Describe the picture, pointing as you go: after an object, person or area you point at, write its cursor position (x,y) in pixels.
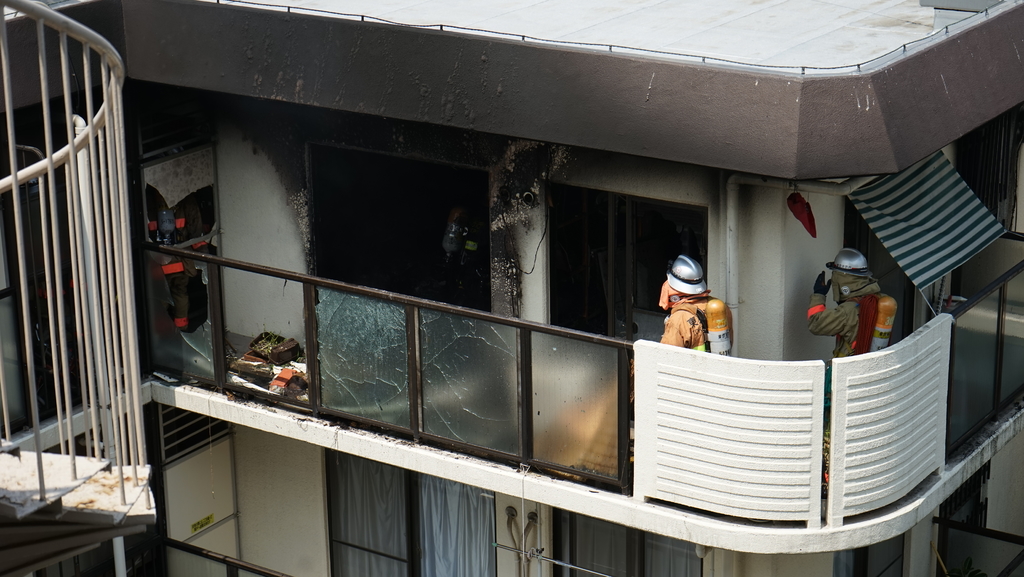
In the center of the image (672,314) we can see a persons (675,330) entering into a building (258,272). At the left side of the image (83,511) we can see a stairs (59,487). On the right side (936,248) we can see a cloth (924,253), door (903,289) and a wall (1005,69).
